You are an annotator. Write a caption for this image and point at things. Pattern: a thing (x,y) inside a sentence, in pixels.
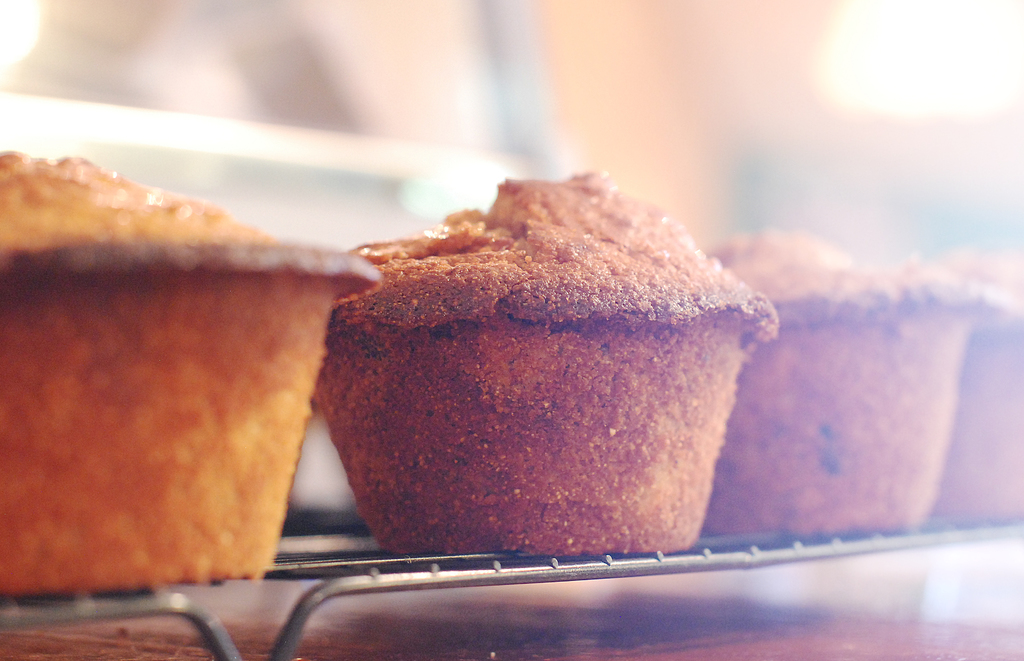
In this image, we can see cupcakes (761,449). In the background (446,101), image is blurred.
